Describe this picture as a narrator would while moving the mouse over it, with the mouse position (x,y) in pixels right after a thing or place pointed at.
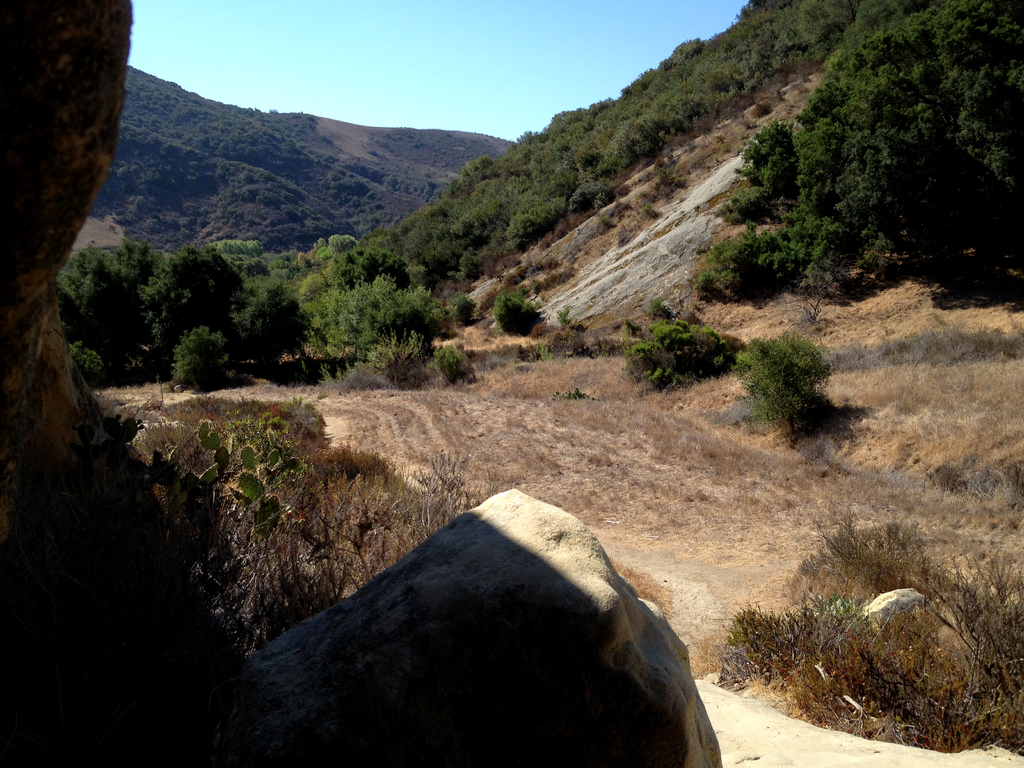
In this image, we can see the ground (598,475). We can see some grass (656,438), plants (467,366) and trees (466,196). We can also see some rocks (492,607) and hills (209,127). We can see the sky (449,113).
